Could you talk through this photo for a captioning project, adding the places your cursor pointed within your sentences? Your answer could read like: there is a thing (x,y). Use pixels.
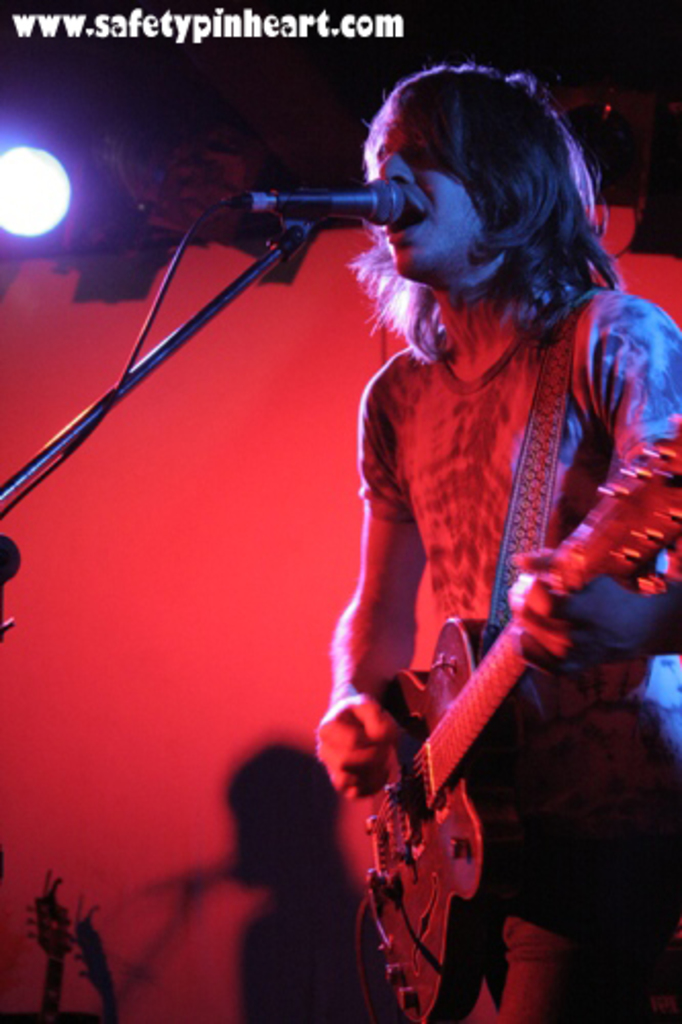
In this picture there is a man (466,611) holding a guitar (445,733) and singing. There is a mic (390,214) and light (9,218) at the background (18,185).
